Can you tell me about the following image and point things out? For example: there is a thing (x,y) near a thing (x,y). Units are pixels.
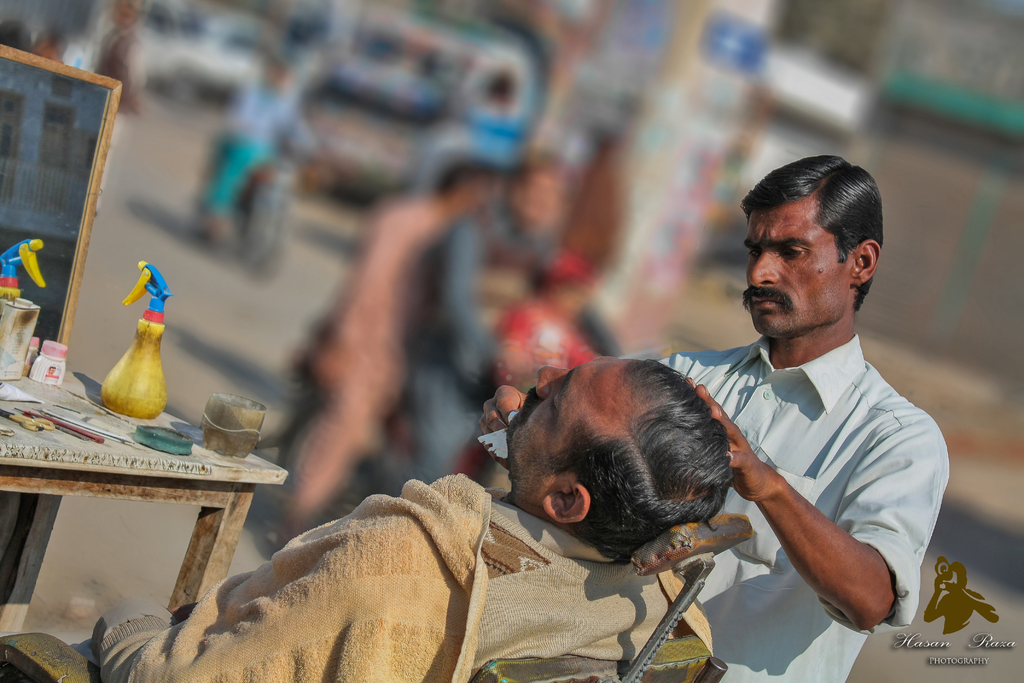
In this image, we can see a man (778,502) shaving to another man (499,510) whose is sitting on the chair (581,656) and we can see some objects (117,371) placed on the table (180,455) and there is a board (77,105). In the background (526,82), there are some people (435,359) and vehicles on the road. At the bottom (969,654), there is some text (972,647) written.
